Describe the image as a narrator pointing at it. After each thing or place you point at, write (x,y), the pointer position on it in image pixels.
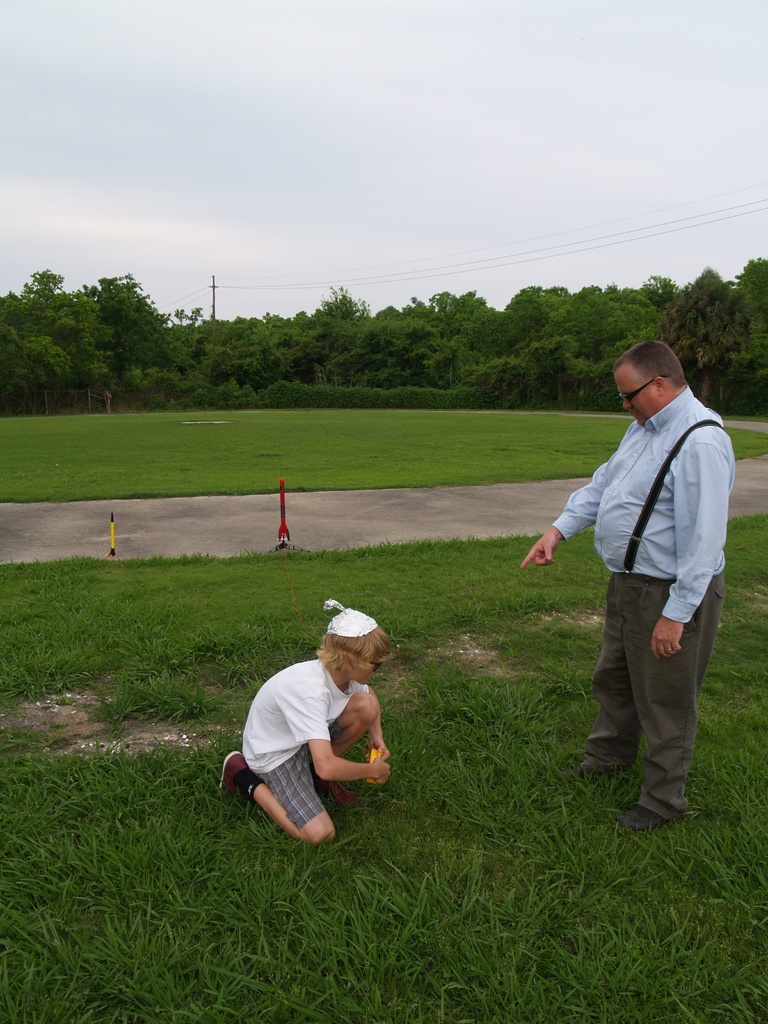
In the picture we can see a grass surface (399,698) on it, we can see a man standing on it and giving an order to the child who is sitting on a knee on the grass surface (630,919) and in the background (55,546) we can see some part of the path (317,496) and behind it we can see trees (321,374) and sky (229,270).
